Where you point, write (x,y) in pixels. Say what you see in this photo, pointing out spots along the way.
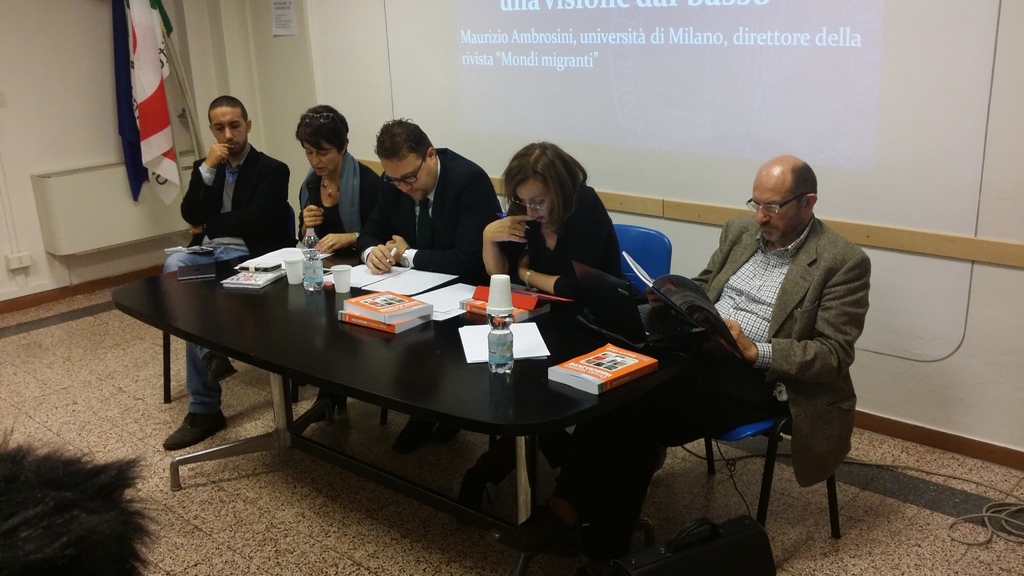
There are three men (442,217) and two women (566,223) sitting on chairs (638,253). This is the table (369,332) with books (399,298), papers (477,358), water bottle (304,276), glasses (495,298) and few other things (251,272). I can see a flag (142,101) hanging. I can see a paper (295,20) attached to the wall (321,40). This is the screen (685,73). I can see a bag (698,560) placed on the floor (802,565). This is the wall (49,156). These are the cables (980,521) laying on the floor (869,548).
